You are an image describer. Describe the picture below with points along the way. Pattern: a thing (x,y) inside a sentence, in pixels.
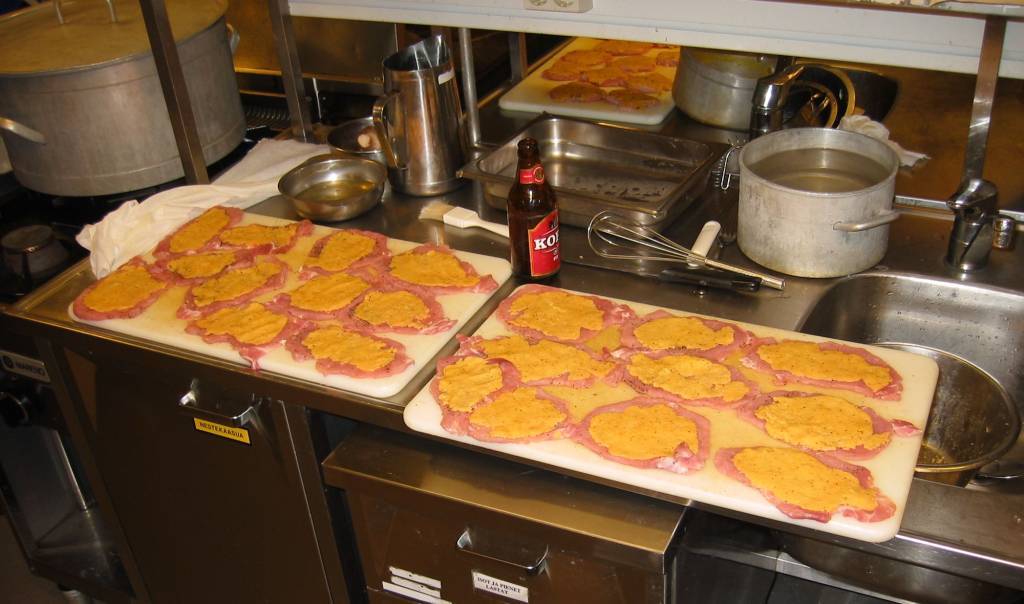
In this image we can see some food items (546,328) on the trays (477,269), there is a bottle (521,165), an egg beater (708,262), a brush (430,212), bowls (380,188), a jug (403,161), which are on the kitchen slab (412,195), there are some other bowls (992,415) in the sink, there is a tap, there is a bowl (128,136) on the stove (61,267).
